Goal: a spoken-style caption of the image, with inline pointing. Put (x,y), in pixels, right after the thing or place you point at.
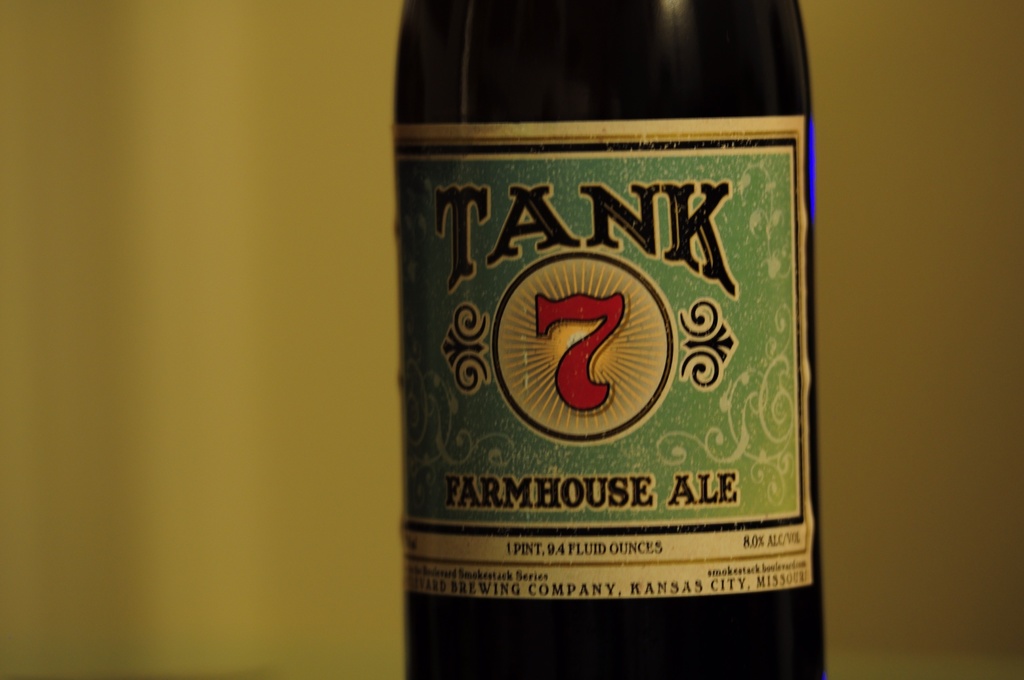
This is a picture of a bottle (702,266) on which some text (609,218) is written.
